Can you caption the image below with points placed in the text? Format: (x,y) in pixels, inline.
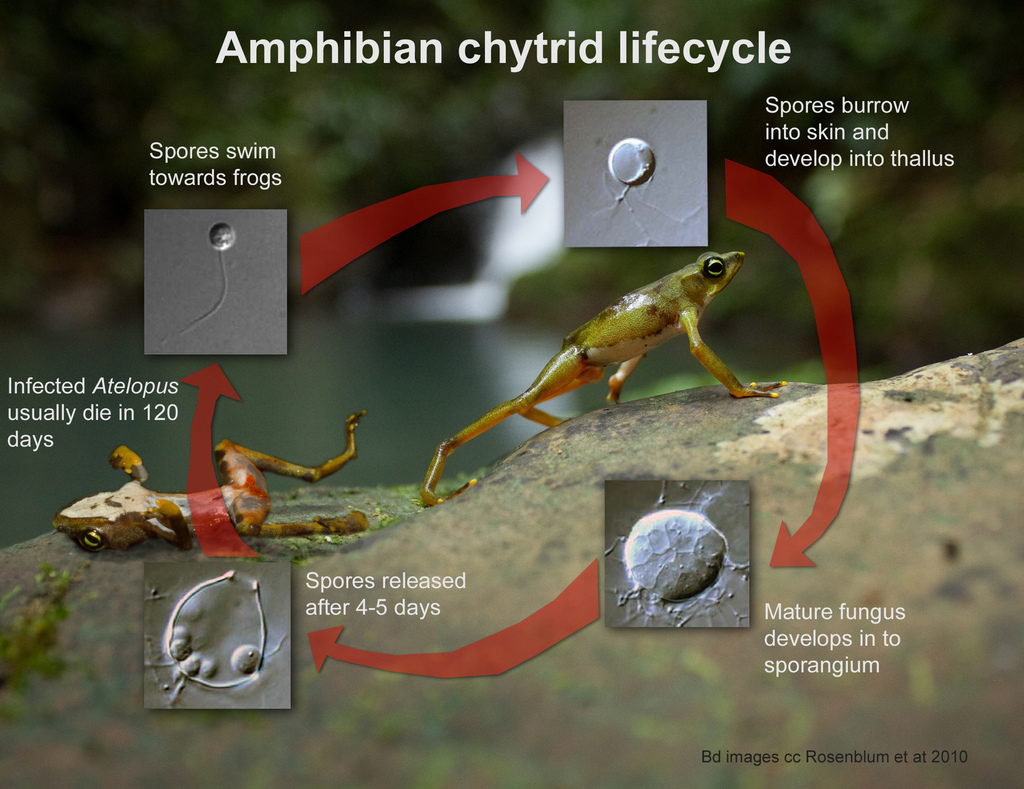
In this image we can see the cyclic diagram (637,541). Here we can see two frogs (684,304).
